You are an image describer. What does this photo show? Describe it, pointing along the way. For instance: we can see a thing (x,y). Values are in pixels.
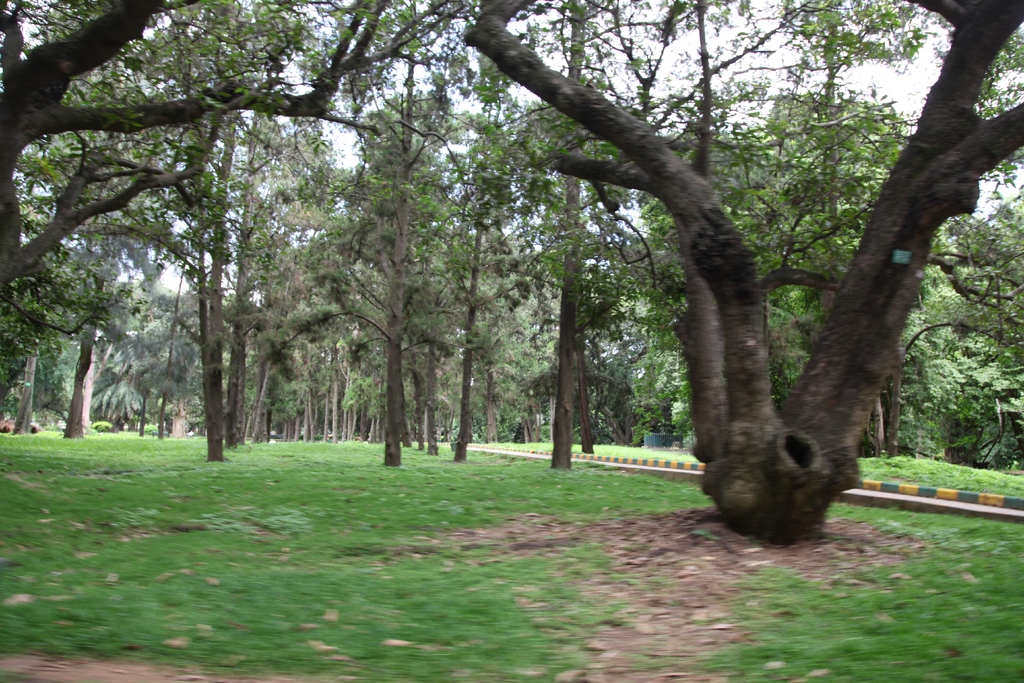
In this image we can see some trees (283,358), grass (450,475) on right side of the image (891,490) there is road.
